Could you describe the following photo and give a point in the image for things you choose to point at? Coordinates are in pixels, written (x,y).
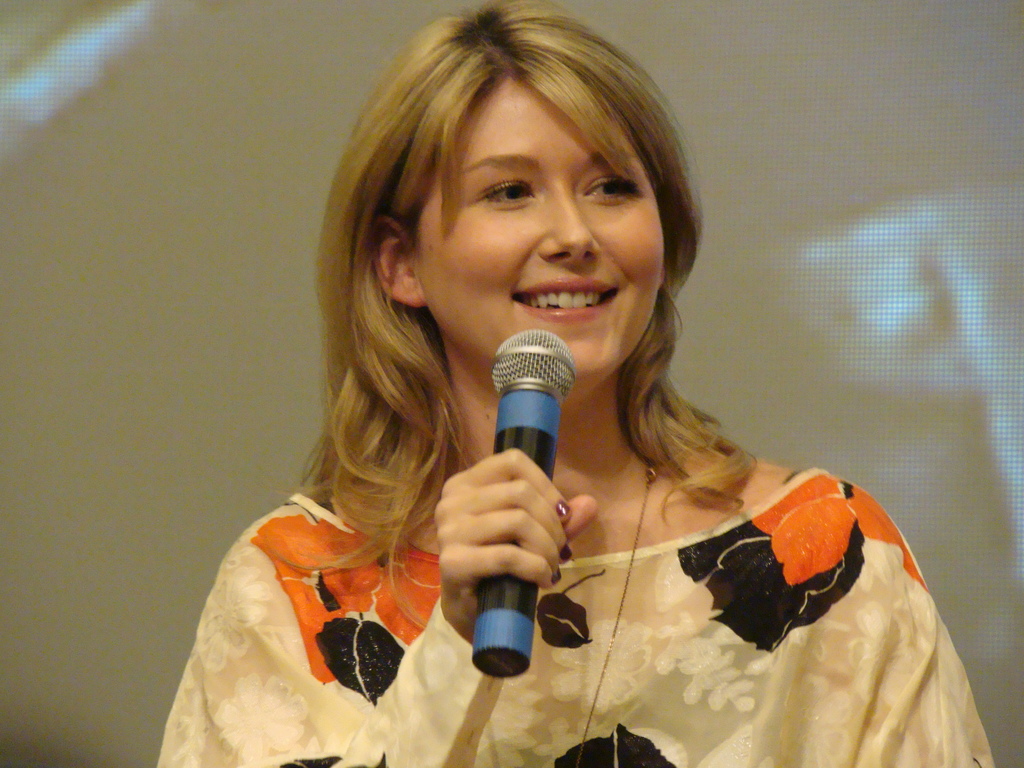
In this picture we can find a woman (531,271) smiling and holding a microphone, she is wearing a cream colored dress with orange colored flowers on it, and she is having a golden hair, in the background (765,337) there is cream color.
